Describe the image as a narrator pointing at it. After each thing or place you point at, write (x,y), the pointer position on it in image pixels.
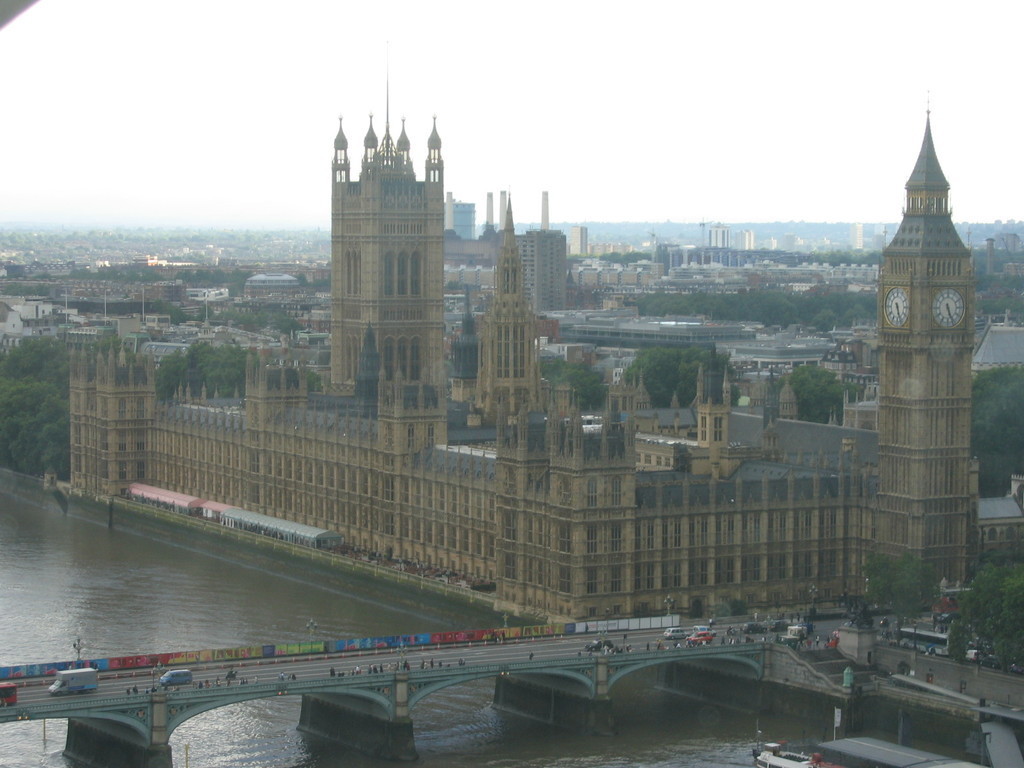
In the foreground of this image (368,708), there is the bridge (132,705) on which, there are persons (205,681) and vehicles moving on it. On the right bottom (776,760), there is a ship (789,757) or a boat (804,760) on the water (767,726). In the middle (601,482), there is a building (672,492) and trees (190,368). In the background (707,279), there is the city (251,268) and on the top (607,42), there is the sky (530,50).
